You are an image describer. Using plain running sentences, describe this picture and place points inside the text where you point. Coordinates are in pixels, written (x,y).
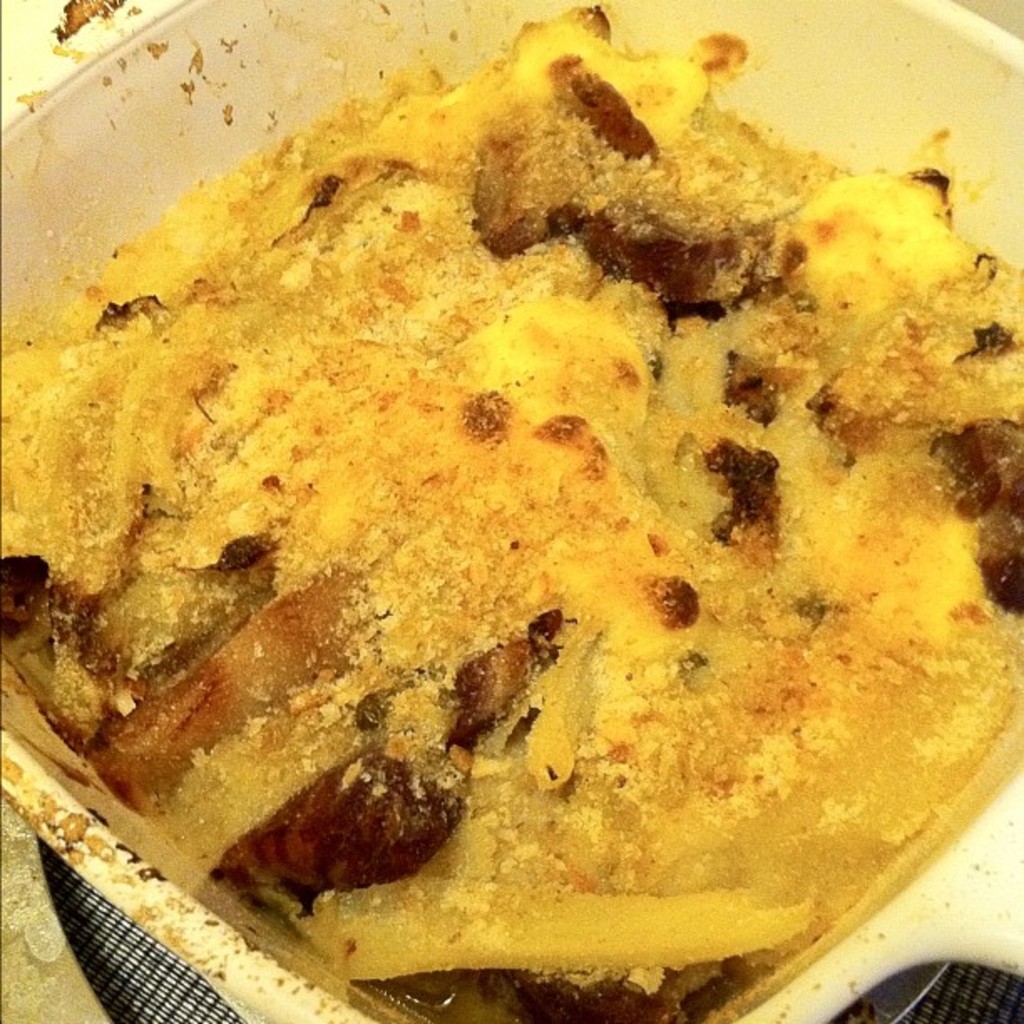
It seems like a food item (519,702) in the bowl (715,79).
